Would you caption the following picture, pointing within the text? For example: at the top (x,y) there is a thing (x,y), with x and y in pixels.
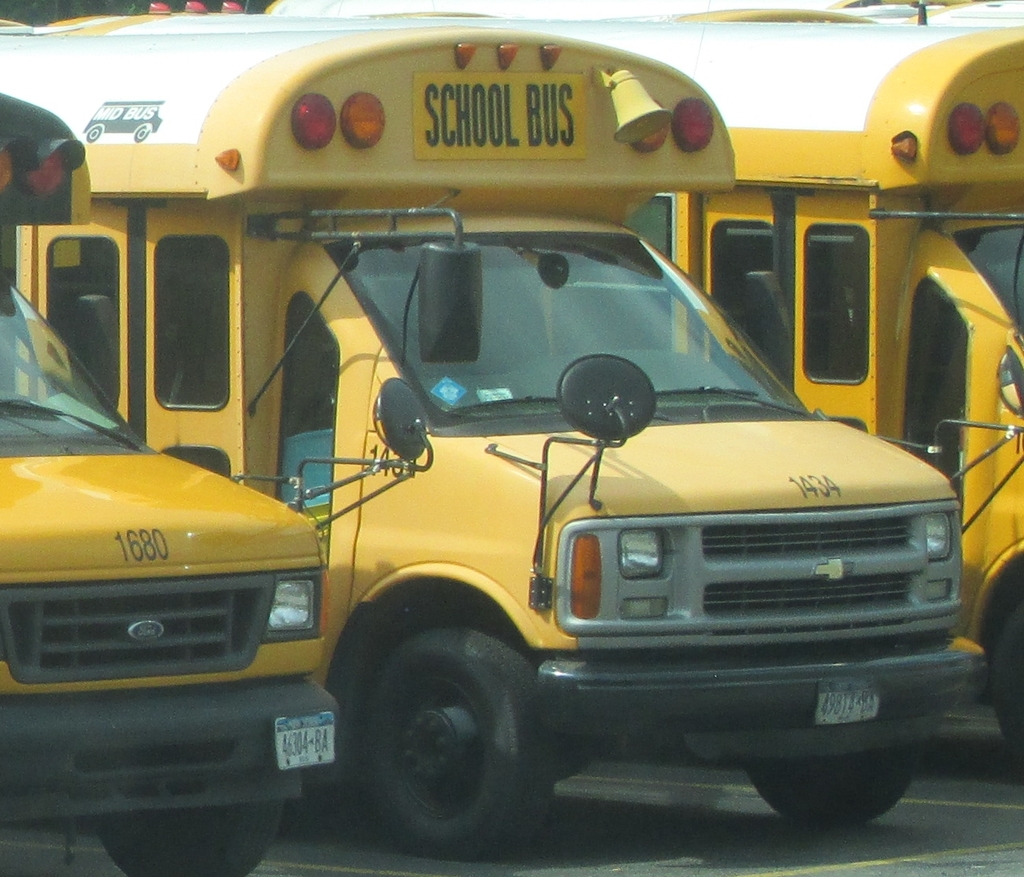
In this image we can see three school buses (508,362). The buses (565,403) are parked in the parking zone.
